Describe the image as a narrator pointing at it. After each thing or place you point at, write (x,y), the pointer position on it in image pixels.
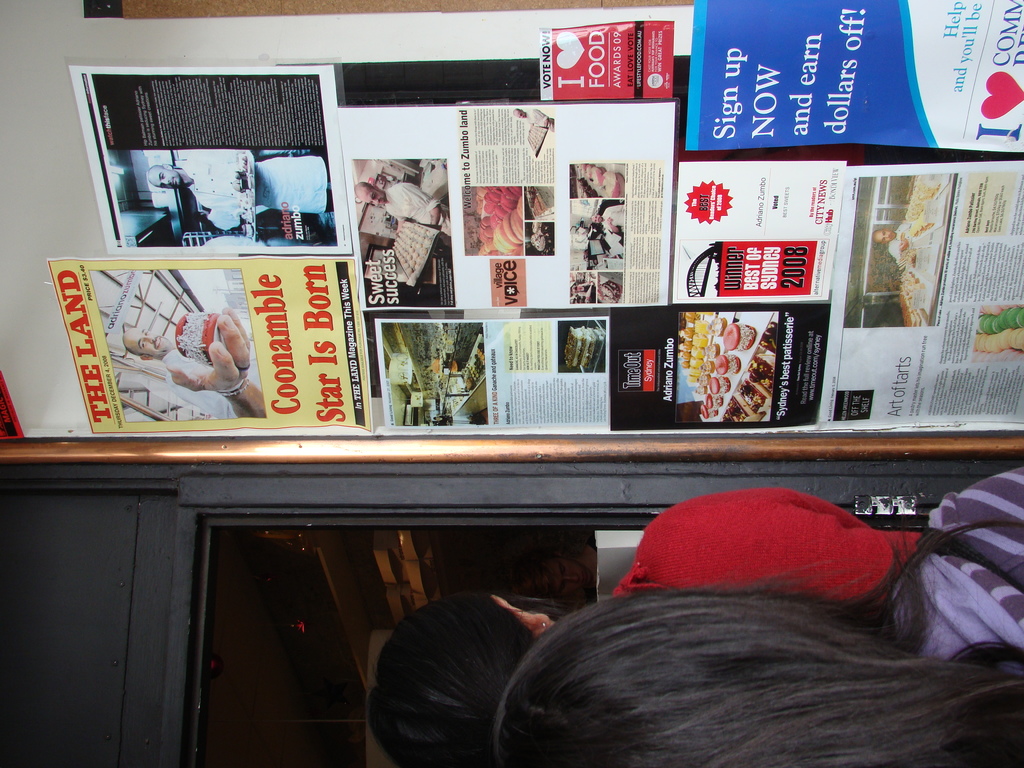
In this picture there are two persons (939,652) standing at the door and there are posters (386,195) on the wall (377,157). On the posters (297,273) there are pictures (208,282) of group of people (229,343) and there are pictures (445,295) of different food items (692,365) and there is text (985,376).
